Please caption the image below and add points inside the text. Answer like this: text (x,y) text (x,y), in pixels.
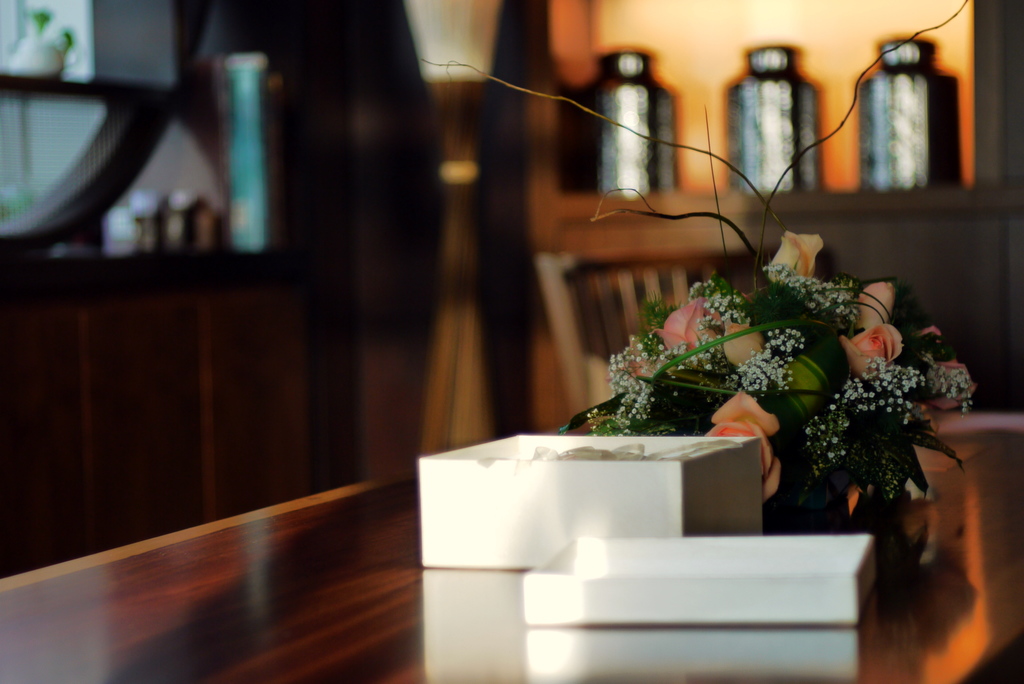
In this image I can see a table (322,628). There is a box (611,495) and one flower bouquet (811,430) are there on this table (940,566). In the background (500,285) I can see a wall (322,321) and window (59,100). There are some vessels (665,120) are placed on the shelf (827,201). beside the table (284,617) there is a chair (600,292).
